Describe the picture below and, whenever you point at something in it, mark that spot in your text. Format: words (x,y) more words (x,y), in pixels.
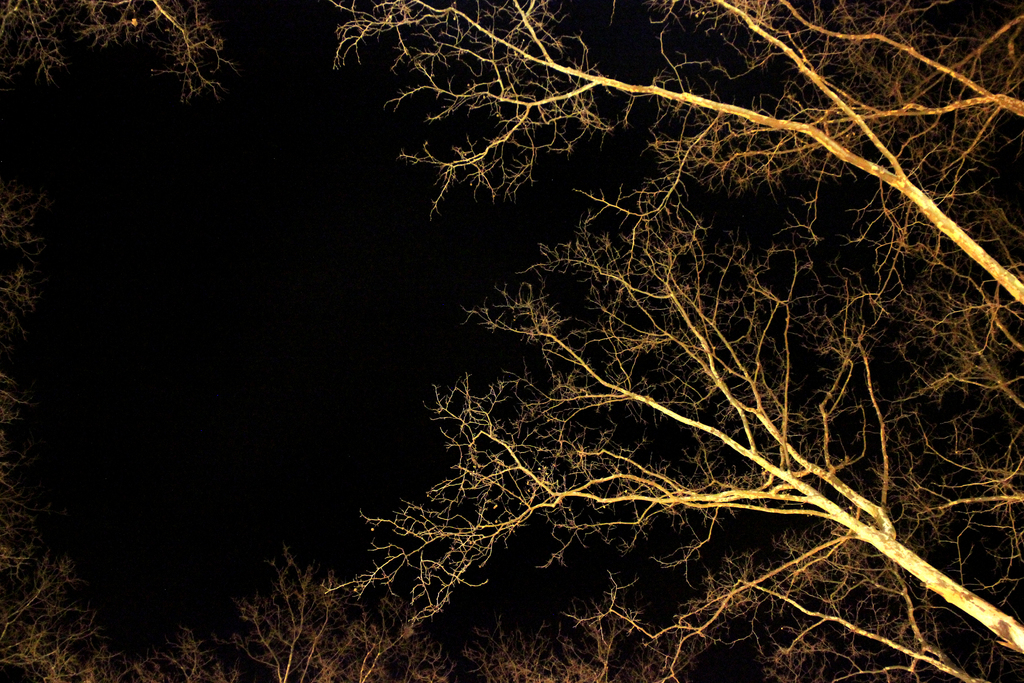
This picture contains many trees (533,498). On the left corner of the picture (165,184), it is black in color and this picture is clicked in the dark.
